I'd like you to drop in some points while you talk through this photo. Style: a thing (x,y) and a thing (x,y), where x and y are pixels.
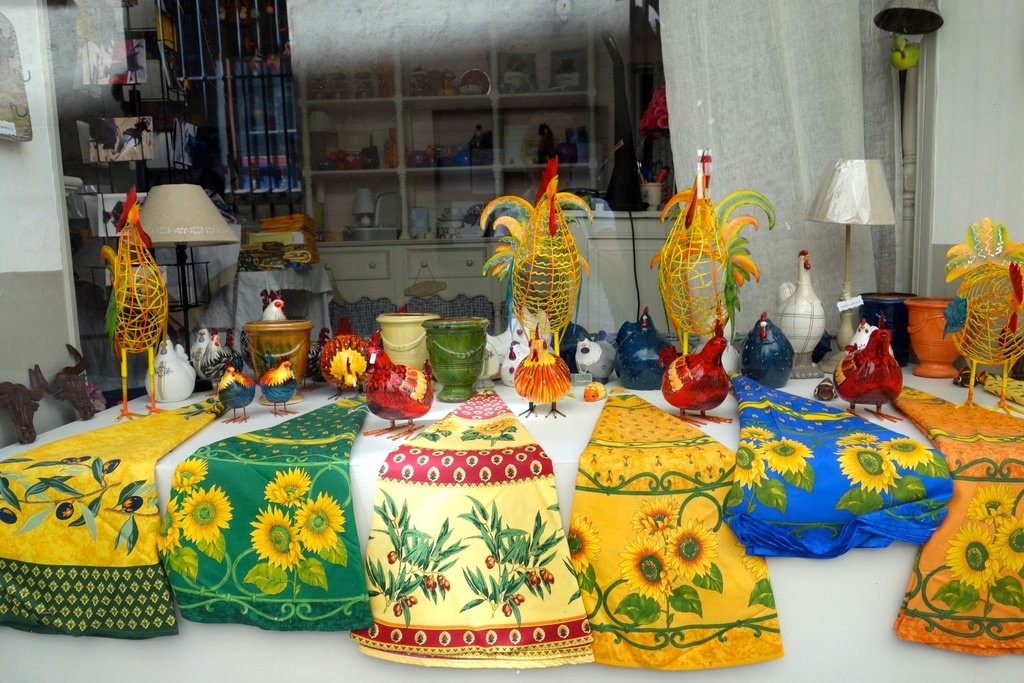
In the image we can see there are many toys (683,401) of different colors and shape. Here we can see a lamp (856,204), clothes (380,554), shelf (395,186) and fence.
